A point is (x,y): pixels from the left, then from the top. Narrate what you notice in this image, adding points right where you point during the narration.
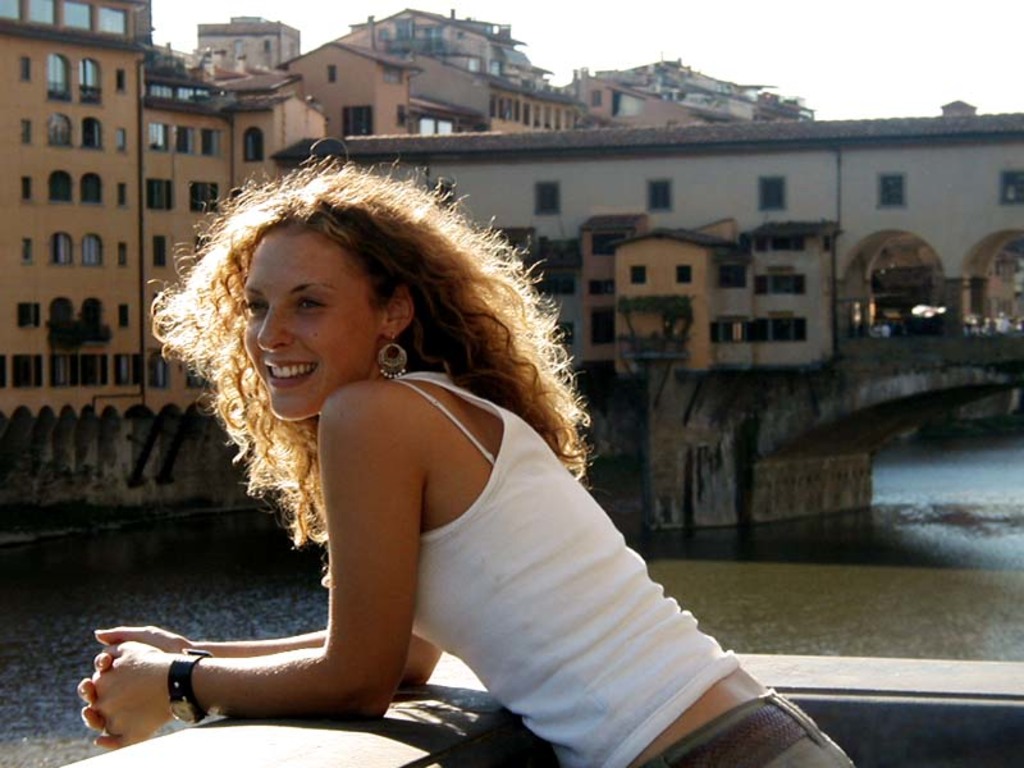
In this image I can see a woman (424,564) wearing a white color top (582,543), she is smiling and standing in front of the wall (515,734) and in the middle (589,315) I can see the lake (848,535), bridge (818,399), building (659,202) and at the top (778,12) I can see the sky (726,47).
